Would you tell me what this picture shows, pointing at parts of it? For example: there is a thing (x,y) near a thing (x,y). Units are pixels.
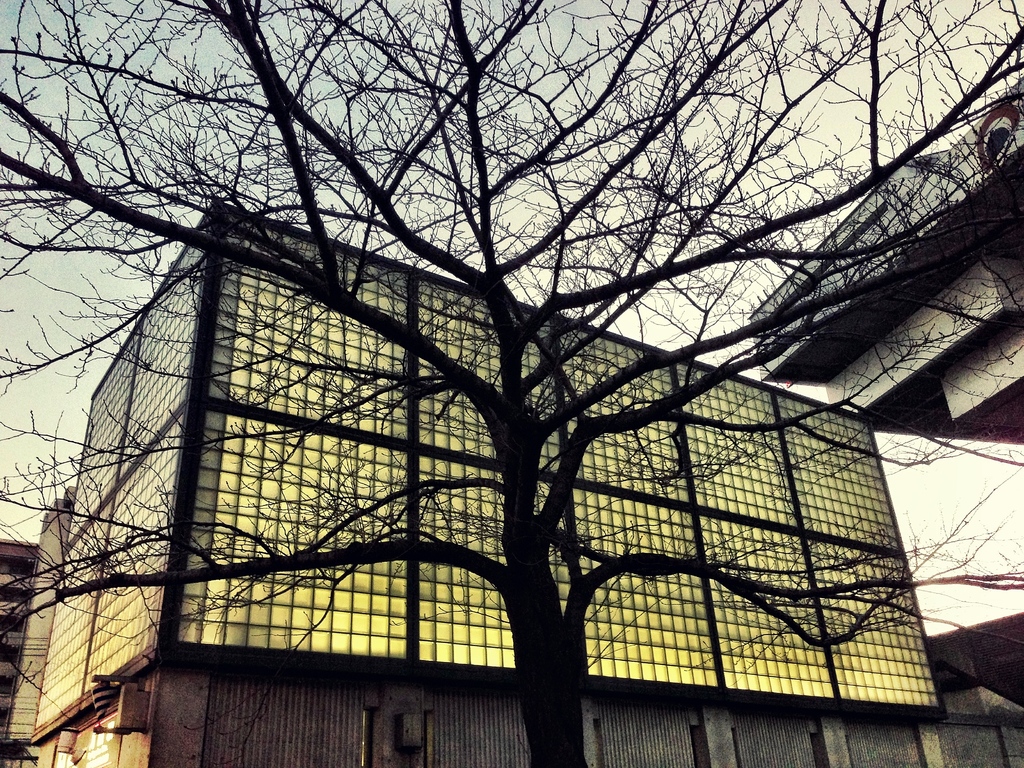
In front of the picture, we see a tree (541,170). Behind that, we see a building (280,525) which has the glass windows (384,527). On the left side (3,693), we see the buildings (2,711). On the right side (852,234), we see a building (971,376) in grey color. In the background (512,56), we see the sky (640,87).
